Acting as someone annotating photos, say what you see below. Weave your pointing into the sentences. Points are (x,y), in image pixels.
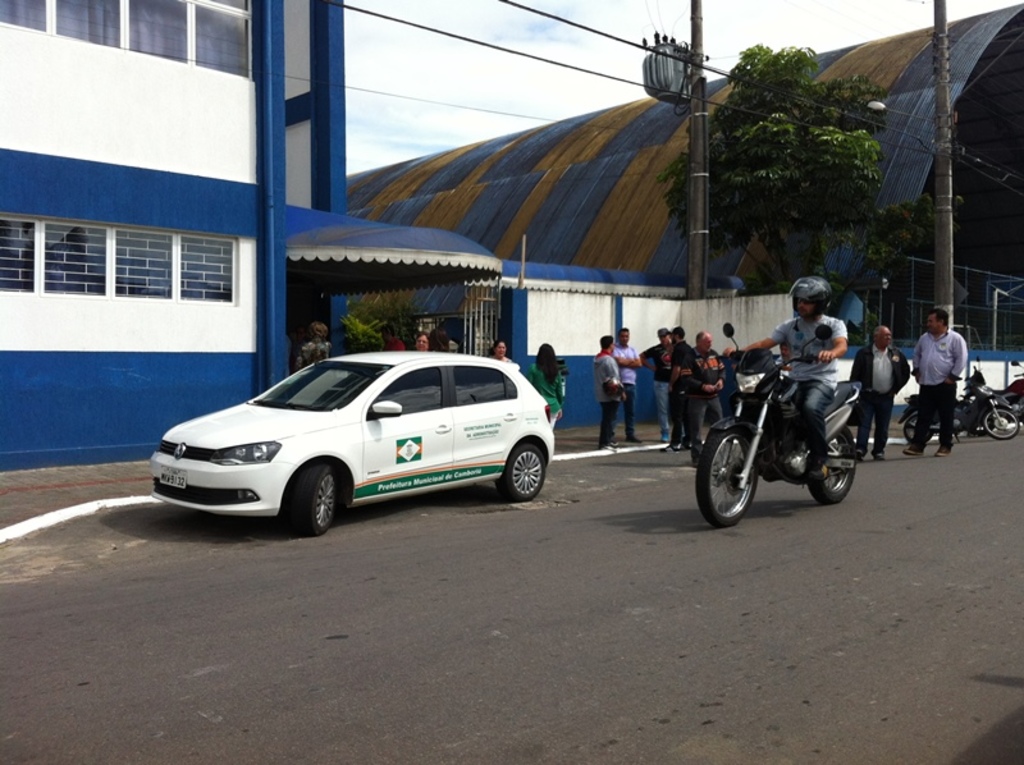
In this image, we can see a person (809,306) wearing helmet (814,290) and sitting on the bike (738,432) and in the background (362,421), there are vehicles (385,363) and we can see people (938,350) and there are buildings (179,142), trees (766,187) and poles (937,192) along with wires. At the bottom (389,644), there is a road (581,646).
